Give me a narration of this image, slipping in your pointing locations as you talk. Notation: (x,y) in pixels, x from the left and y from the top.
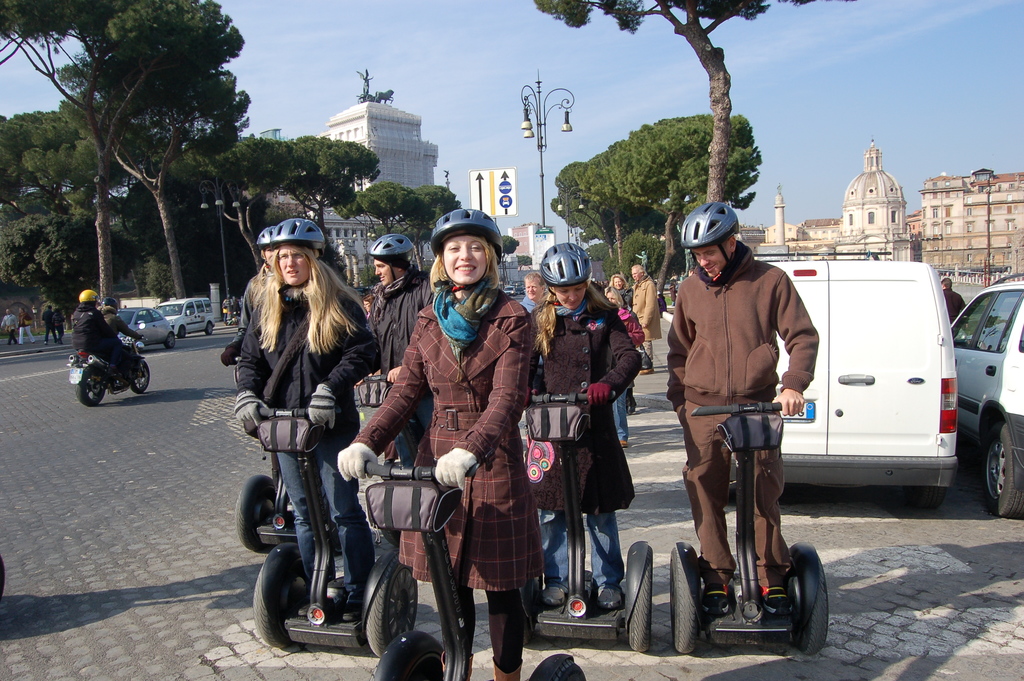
In this image there are group of people (315,396) standing with the hover boards (313,512), and in the background (973,429) there are group of people (23,310) standing, vehicles (899,343) on the road (1011,595), buildings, trees (616,149), lights (565,124), boards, poles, sky (612,86).
